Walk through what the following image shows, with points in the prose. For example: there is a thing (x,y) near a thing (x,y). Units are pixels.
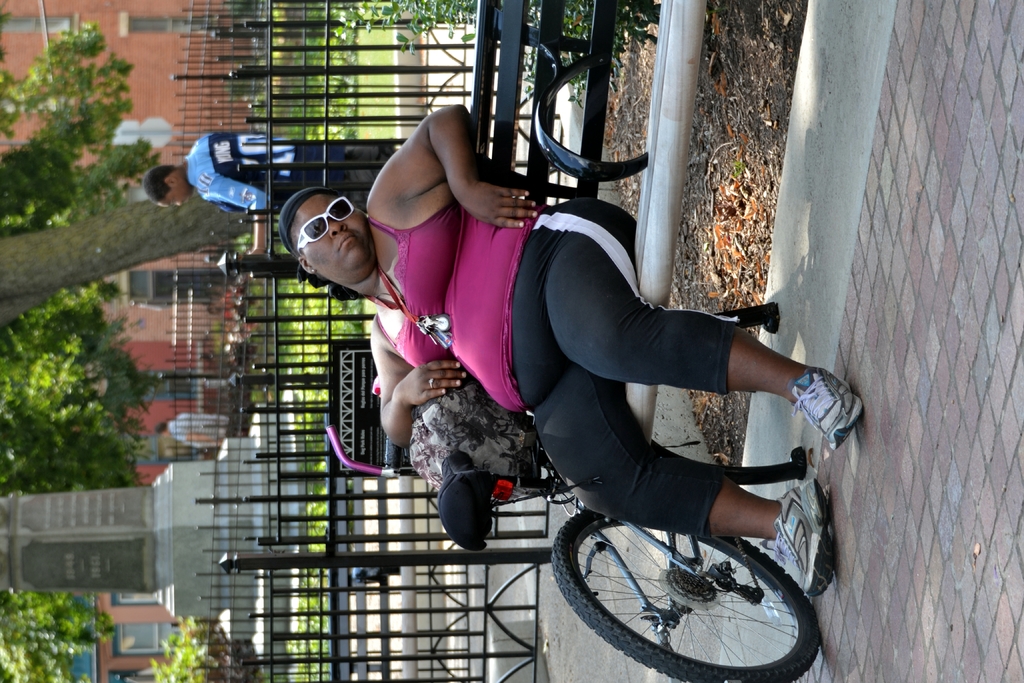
In this image we can see a person (575,302) sitting on the bench (595,90), beside the person (499,270) there is a cycle (607,542) and an object (455,430) on the cycle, there is an iron railing (272,497) with a board (350,381) to it and a person (236,185) is standing near the railing (313,342), there are few trees (141,383), a pillar (122,536) with text (105,515) and a building (199,359) in the background (171,287).
